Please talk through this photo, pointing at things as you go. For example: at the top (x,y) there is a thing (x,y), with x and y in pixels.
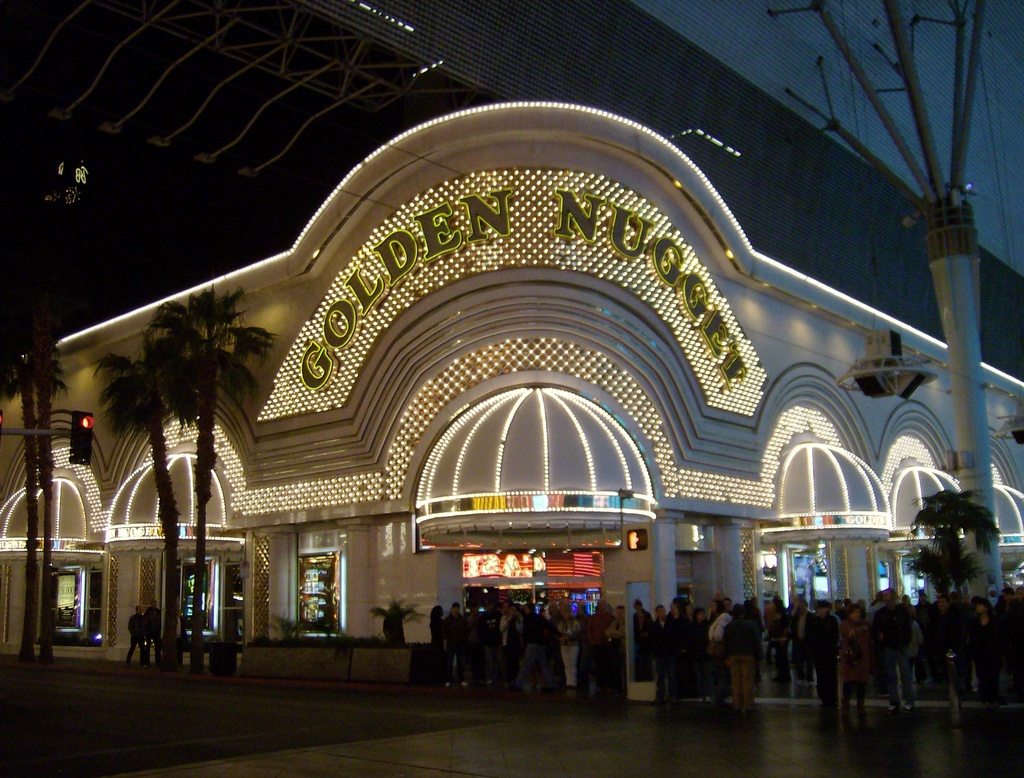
We can see group of people (672,619) and trees (30,424) and we can see building (482,242) with lights (234,490).
